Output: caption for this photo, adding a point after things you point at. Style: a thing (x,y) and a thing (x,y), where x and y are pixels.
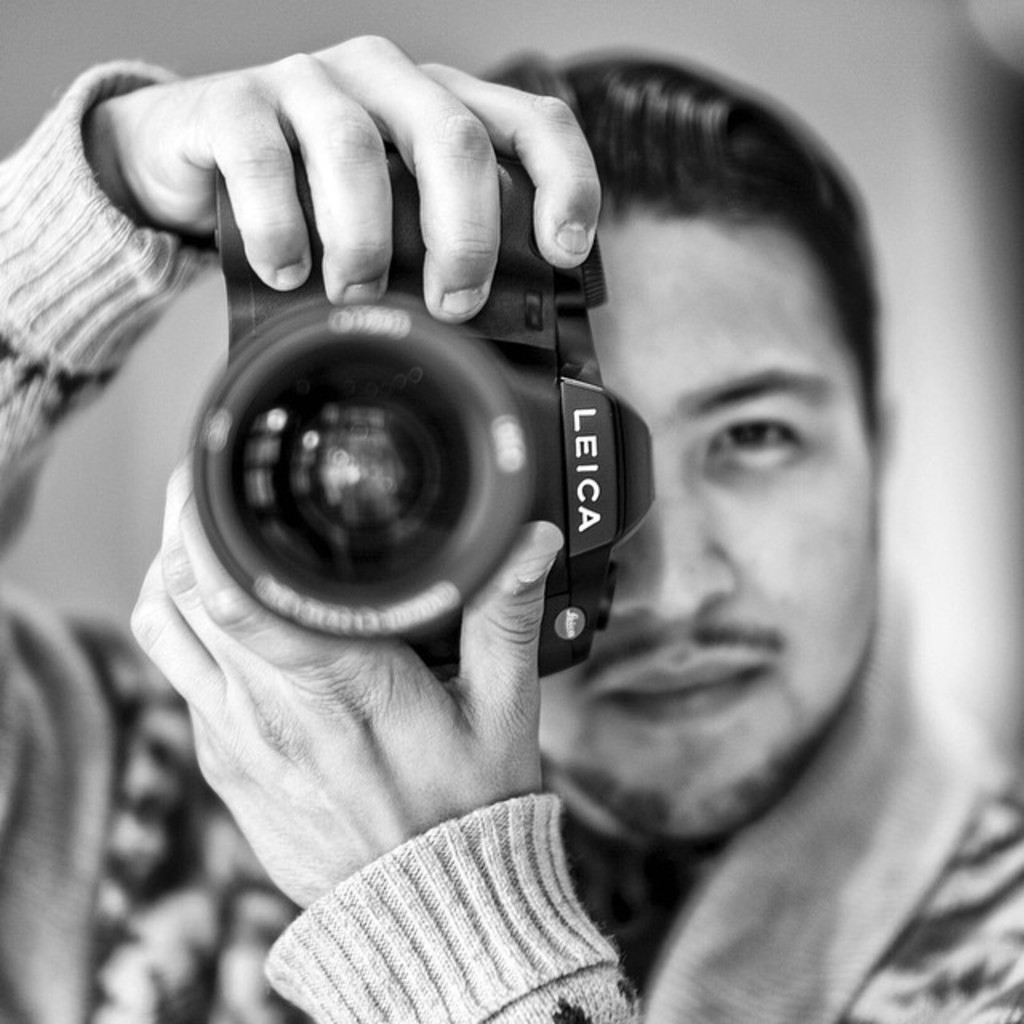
In this image i can see a person (673,259) holding the camera (372,371).
